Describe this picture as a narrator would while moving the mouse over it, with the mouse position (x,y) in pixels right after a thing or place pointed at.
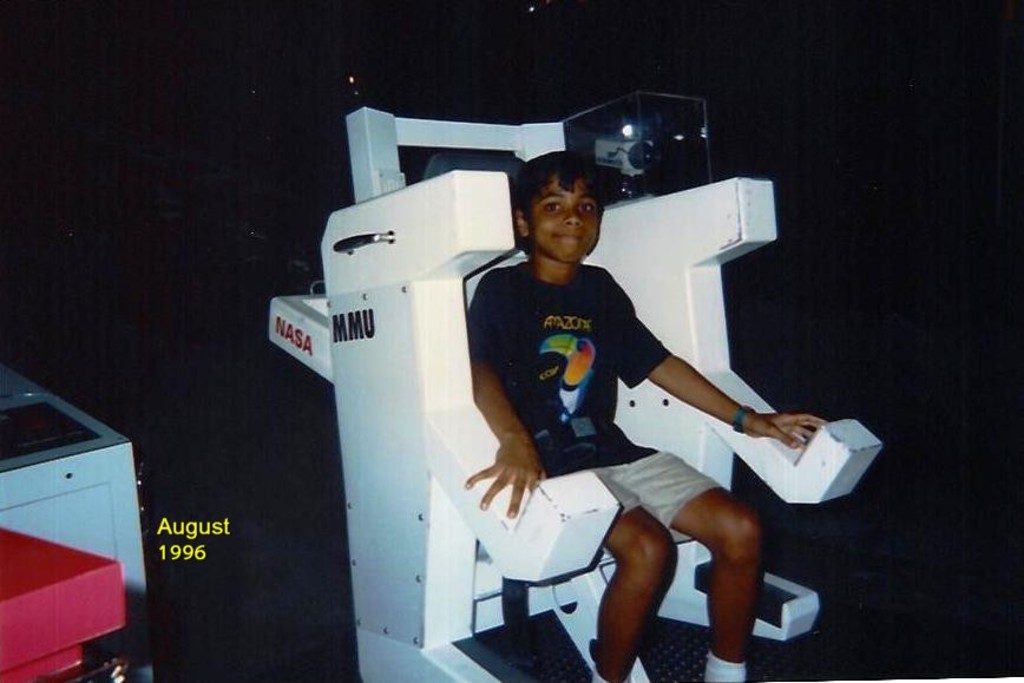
In this picture I can see a boy (606,363) sitting on the manned maneuvering unit (580,591), there is a machine (55,473), there is dark background (408,24) and there is a watermark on the image.
